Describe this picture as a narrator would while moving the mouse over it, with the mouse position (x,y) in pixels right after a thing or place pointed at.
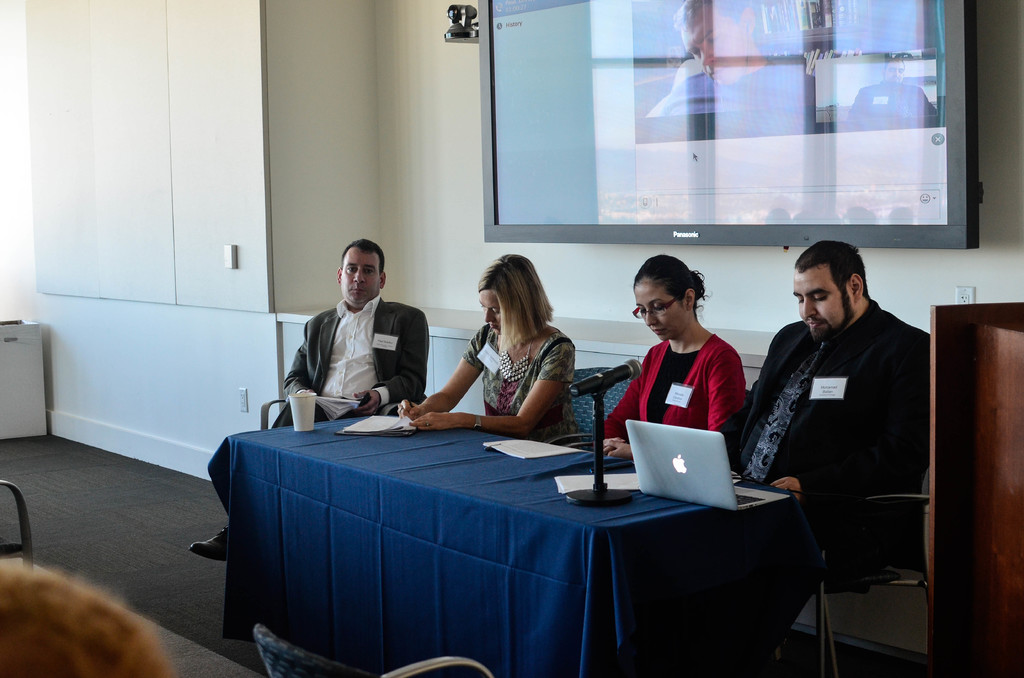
In this image I can see four people (802,420) are sitting on chairs (904,494). I can see a table (475,442) and on it I can see blue colour table cloth (639,519), a laptop (675,473), a mic (588,501) and few white colour papers (379,431). I can also see a glass (299,415) over here and in the background (737,216) I can see a television (558,176).
